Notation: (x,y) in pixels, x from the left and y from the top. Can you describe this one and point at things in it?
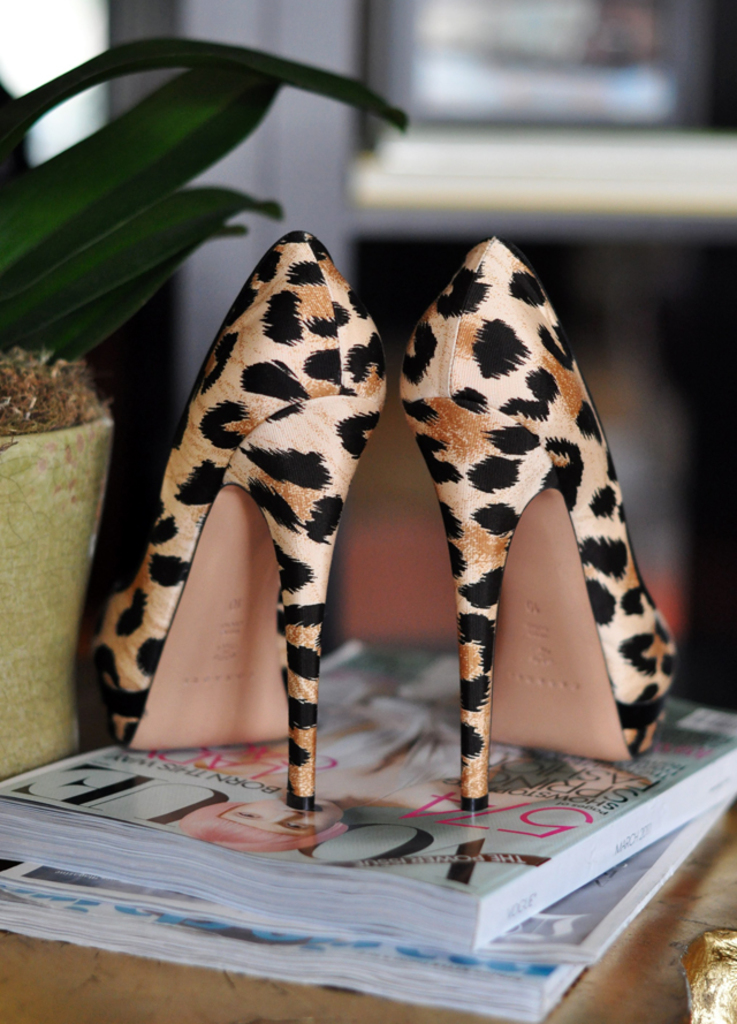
In this image there is a plant (9,683), pair of heels (228,735) on the books (298,885), and an object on the table (603,966), and there is blur background (718,91).
